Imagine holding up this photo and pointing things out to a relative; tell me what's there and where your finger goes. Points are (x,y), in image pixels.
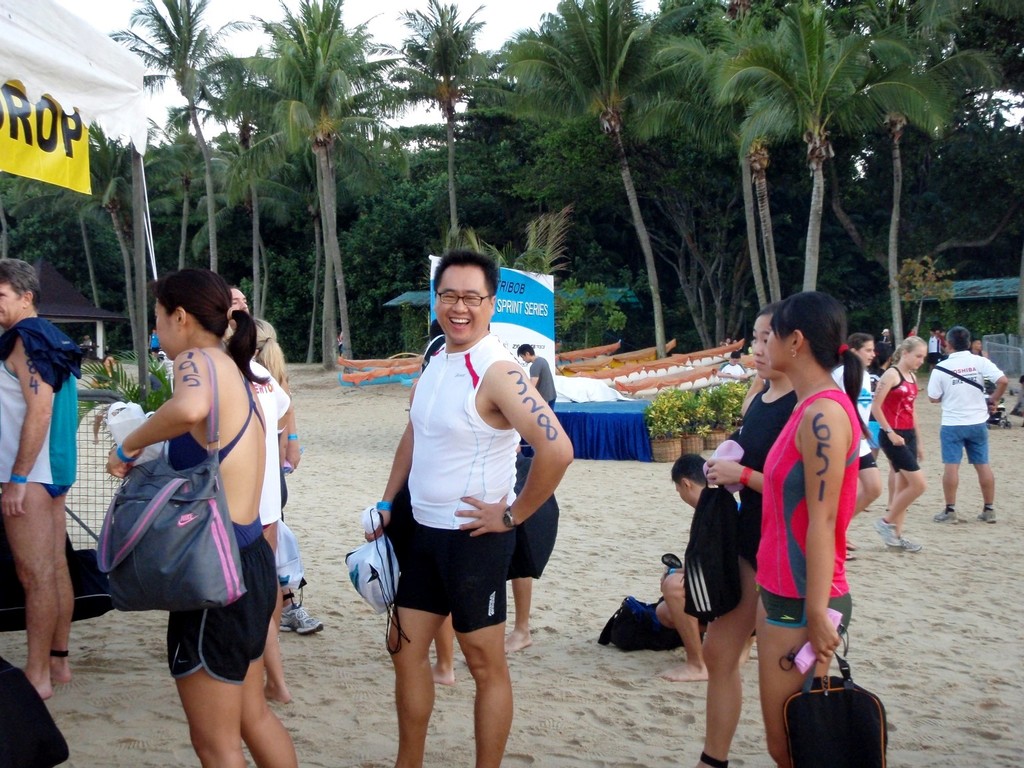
In this picture there are people (557,442) in the center of the image (472,504) and there are trees (635,167) in the background area of the image (575,224).
